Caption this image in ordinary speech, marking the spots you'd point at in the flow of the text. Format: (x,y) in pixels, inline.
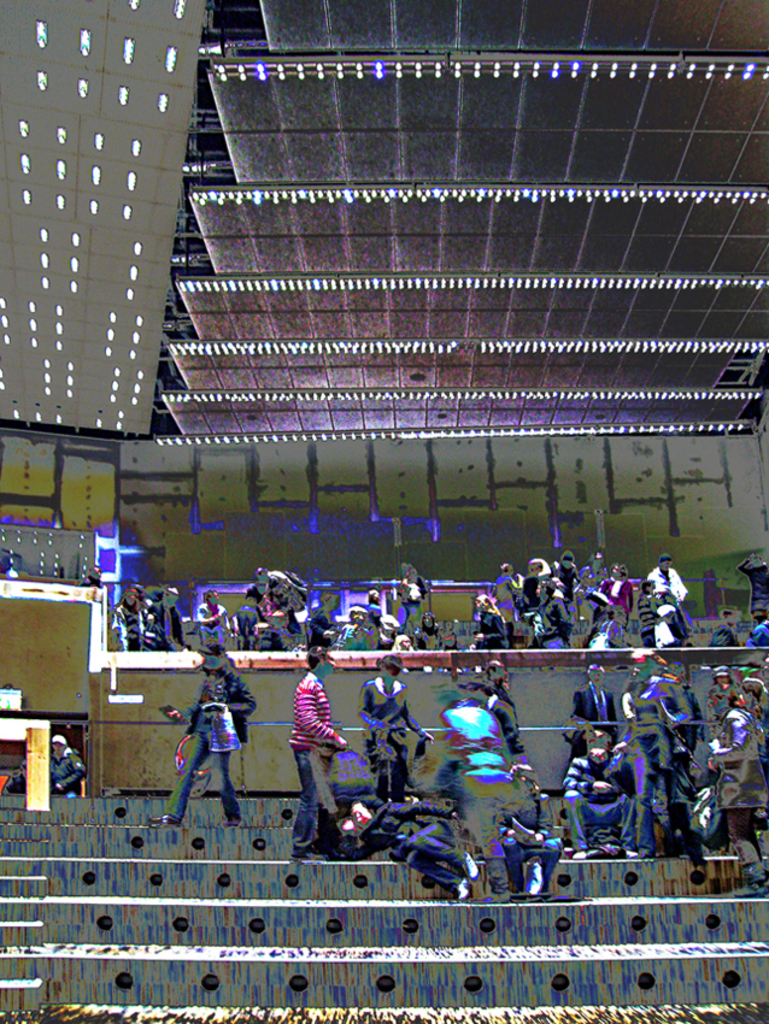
This is an edited image. In this image we can see people (471,722). There are steps (312,880). Also there are lights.
